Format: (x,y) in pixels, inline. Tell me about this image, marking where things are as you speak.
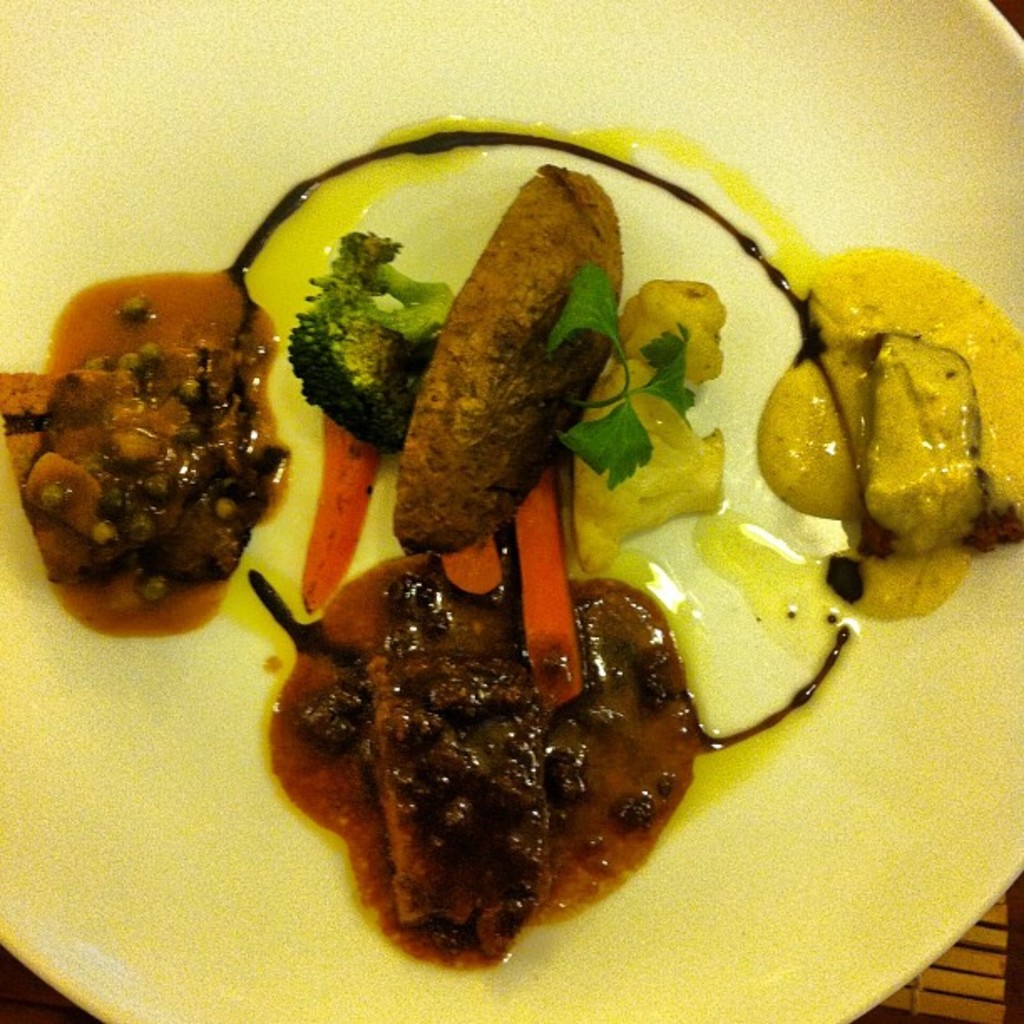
In this picture we can observe some food (471,542) in the plate (162,786). The plate (187,740) is in yellow color. We can observe broccoli (358,330) and carrot pieces (341,536) in this picture.
